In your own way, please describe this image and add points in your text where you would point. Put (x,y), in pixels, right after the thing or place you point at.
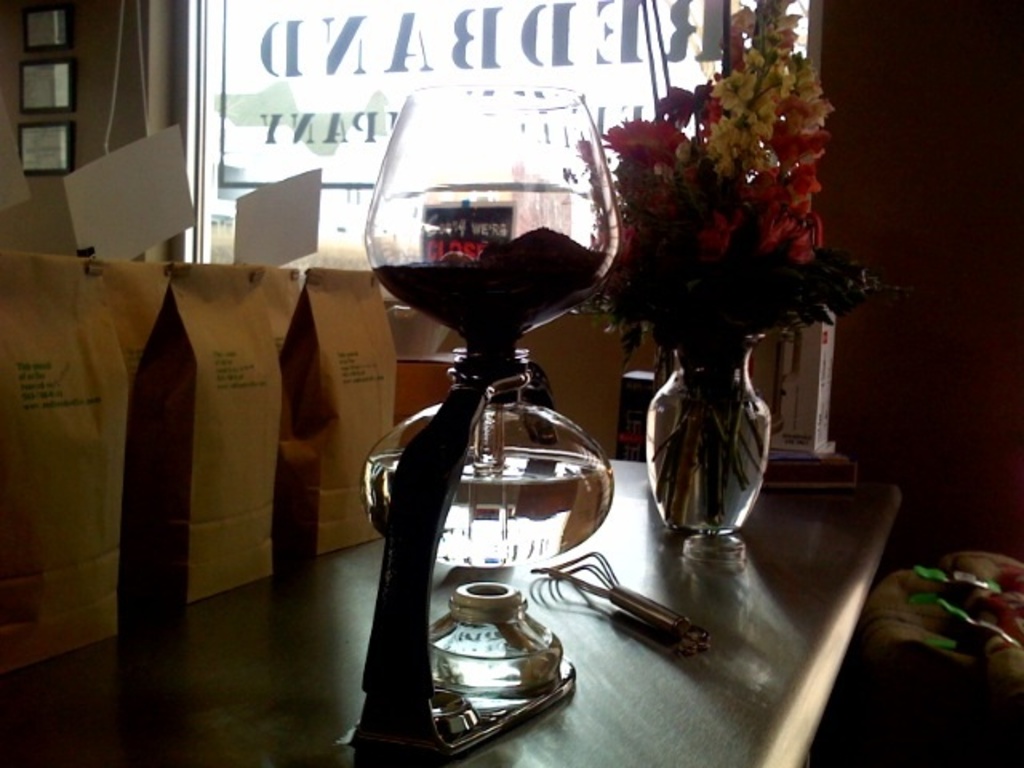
This picture shows a glass (525,688) and a flower pot (732,469) on the table (256,614) and we see paper bags (322,378) on the side and we see glass (212,182) and photo frames (55,47) on the wall (124,86).
